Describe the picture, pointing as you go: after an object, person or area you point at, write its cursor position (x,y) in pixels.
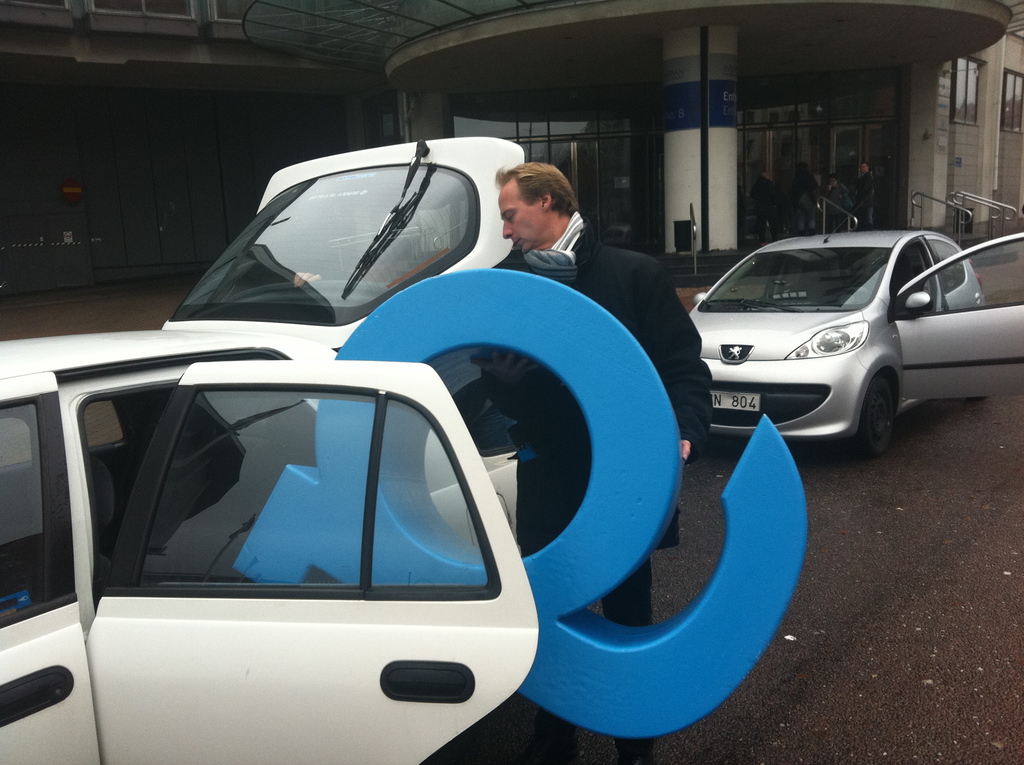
In this picture I can see the road (953,539) in front (887,633) and I can see 2 cars (823,240), where I can see a man (557,272) standing in front (515,194) and holding a blue color thing (556,358). In the background (42,199) I can see a building (794,89) and I can see few people (766,186).
